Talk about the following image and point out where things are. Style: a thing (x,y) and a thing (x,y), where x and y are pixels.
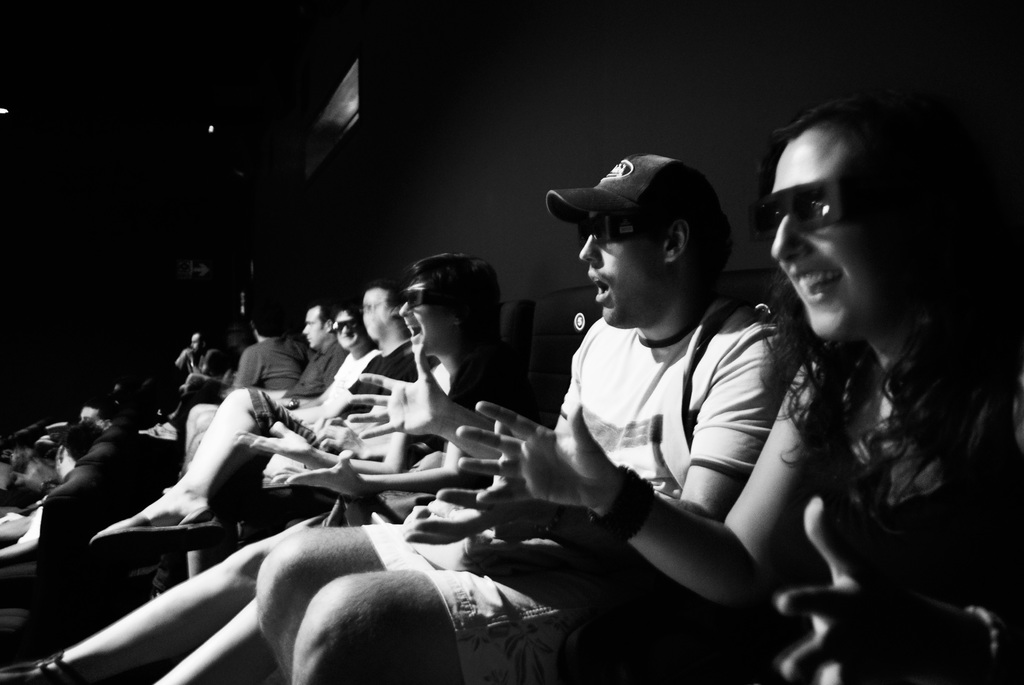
Black and white picture. People (582,467) are sitting on chairs (548,413). Few people (625,270) wore goggles (849,207) and this man (636,262) wore cap (628,194).
